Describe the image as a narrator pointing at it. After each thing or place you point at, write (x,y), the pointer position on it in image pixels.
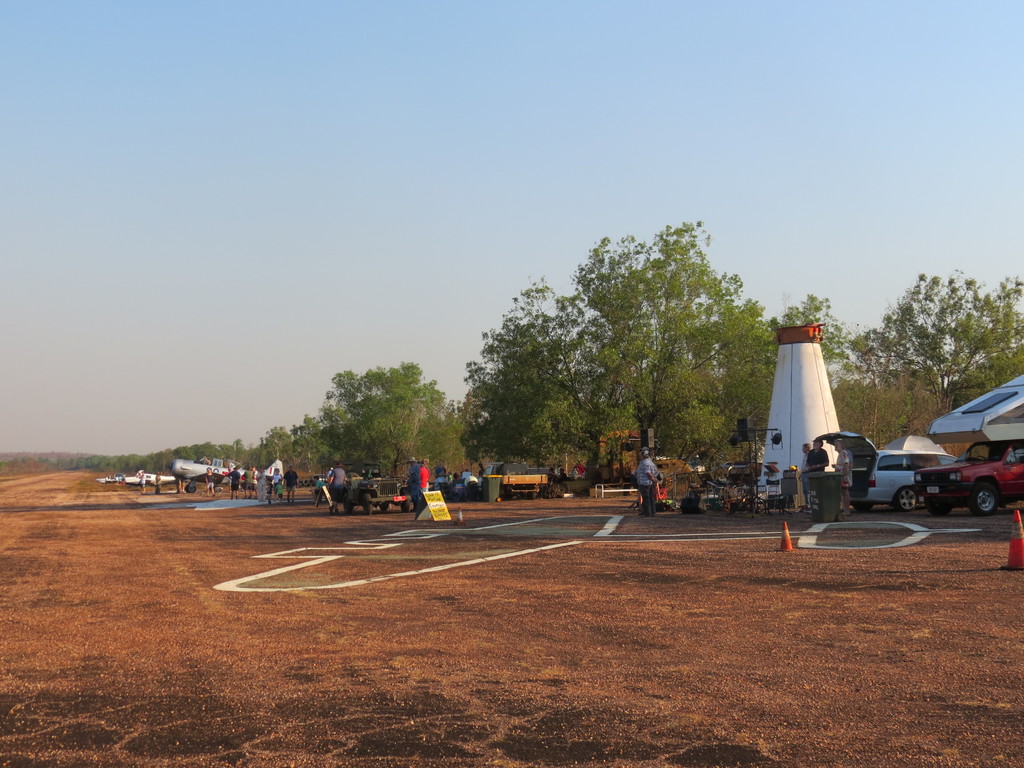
In the middle of the image (456,481) there are some planes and vehicles (1007,438) and few people (293,490) are standing and sitting. Behind them there are some trees (114,465). At the top of the image (400,193) there is sky (501,193).
